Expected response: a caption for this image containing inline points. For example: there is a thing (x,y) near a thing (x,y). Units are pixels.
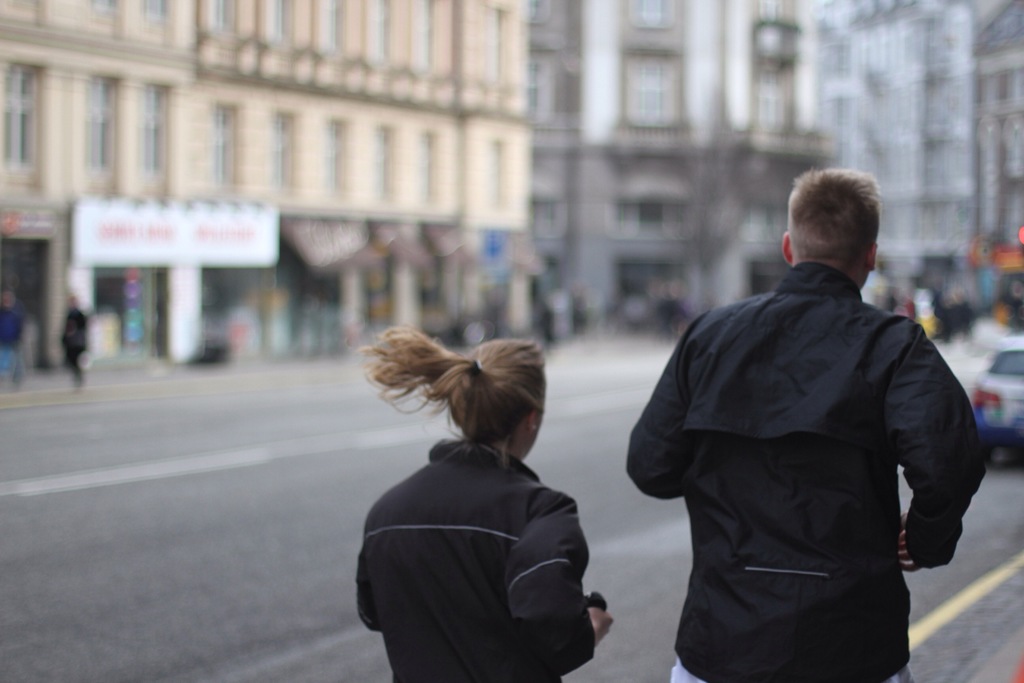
In this picture we can see two people (548,593), in front of them we can see buildings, people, vehicle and some objects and in the background (1006,495) we can see it is blurry.
